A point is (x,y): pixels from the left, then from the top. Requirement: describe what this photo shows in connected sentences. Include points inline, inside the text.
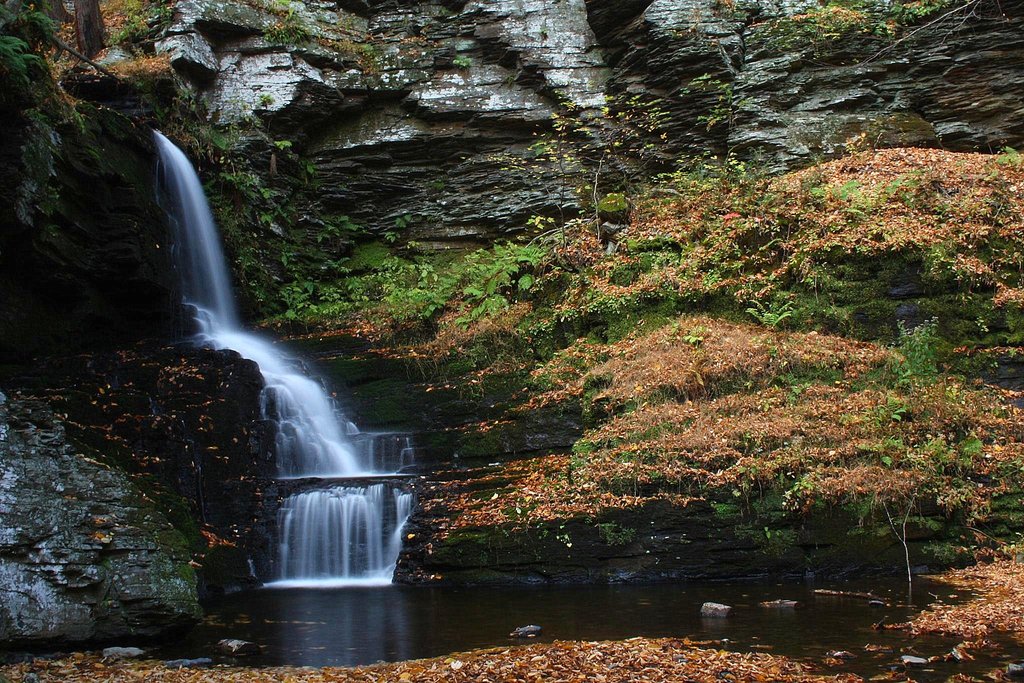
In this image, we can see some rock hills (256,582) and the waterfall (322,438). We can also see some plants (912,387) and the ground (203,681) with some dried leaves (943,613).
